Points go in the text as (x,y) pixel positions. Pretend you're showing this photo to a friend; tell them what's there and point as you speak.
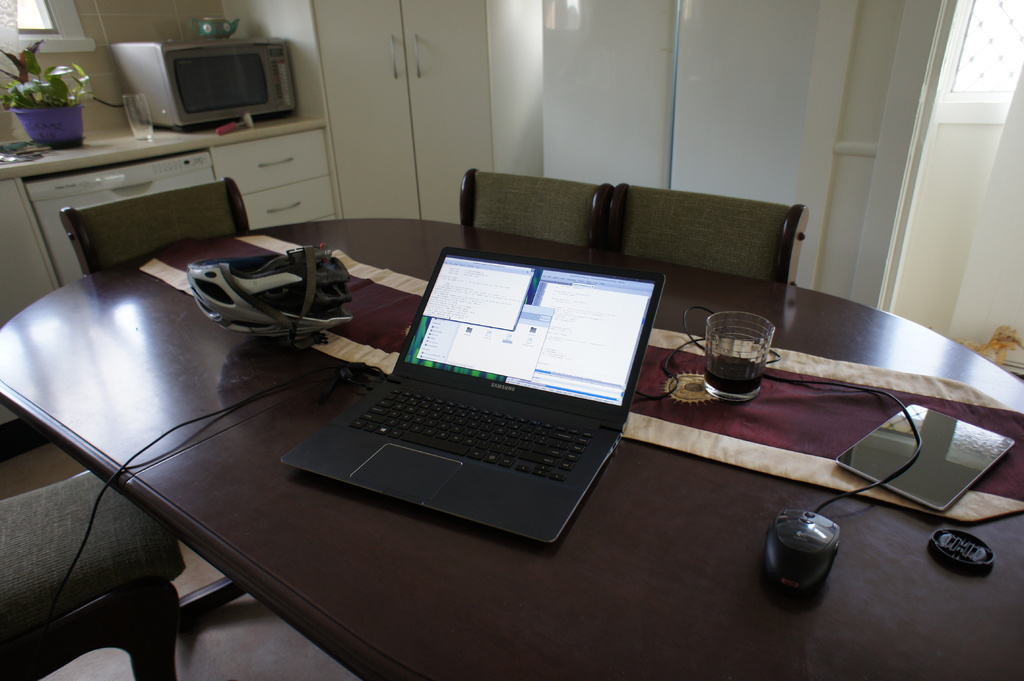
The table (620,568) contains a laptop (517,422), mouse (828,550), a glass (717,367) with a drink (719,383) in it, tab (924,459), helmet (247,312) and a group of chairs (104,506) around it there is also a micro oven (229,78) in the left corner (219,101).
